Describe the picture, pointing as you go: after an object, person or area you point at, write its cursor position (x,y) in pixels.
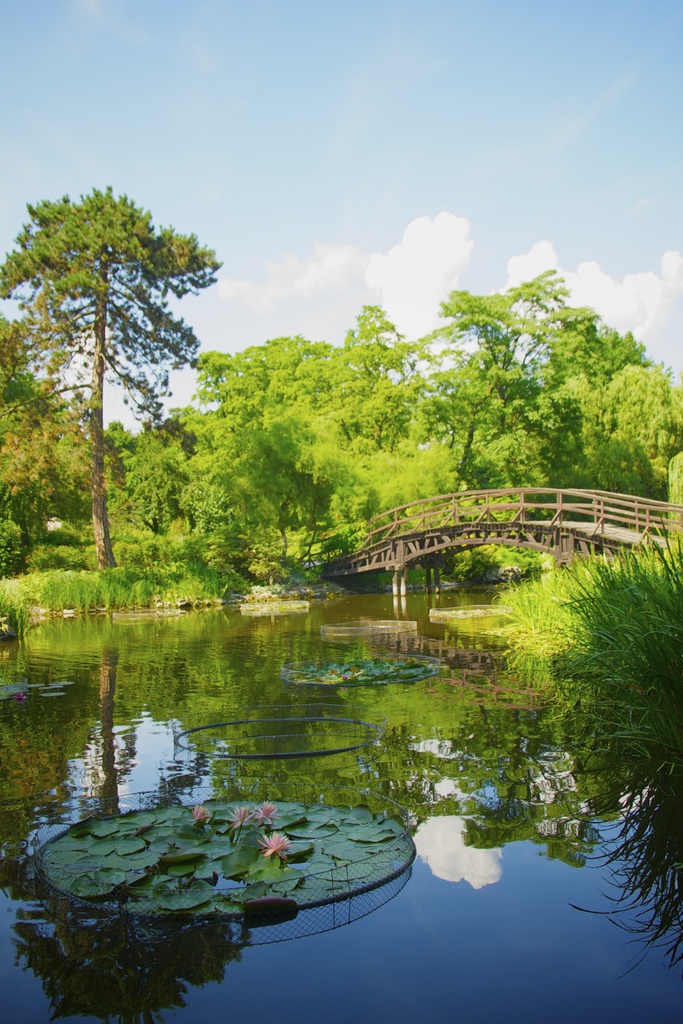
In the image we can see water (444,844). In the water (454,854) there are lotus leaves (320,836) and lotus flowers (280,848). There is a bridge (521,544), trees (483,466) and a cloudy sky (340,295).
